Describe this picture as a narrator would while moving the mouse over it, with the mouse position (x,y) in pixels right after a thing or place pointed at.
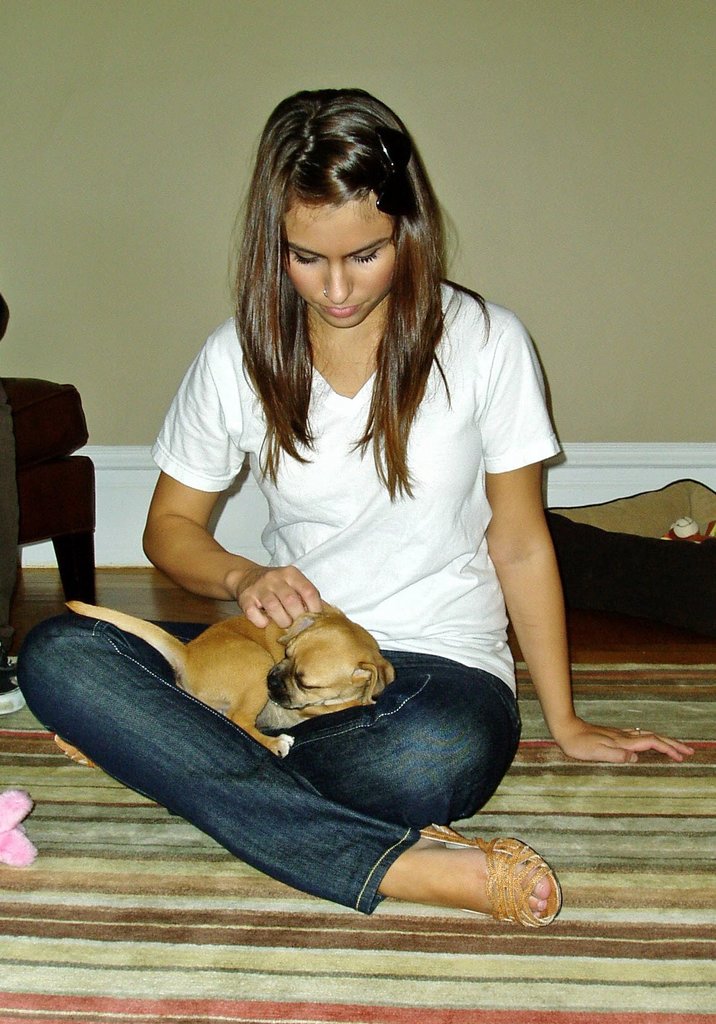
In this image I see a woman (184,526) and who is sitting on the floor (40,574) and there is a dog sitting on her lap (200,753). In the background (106,532) I see the wall (623,485).
